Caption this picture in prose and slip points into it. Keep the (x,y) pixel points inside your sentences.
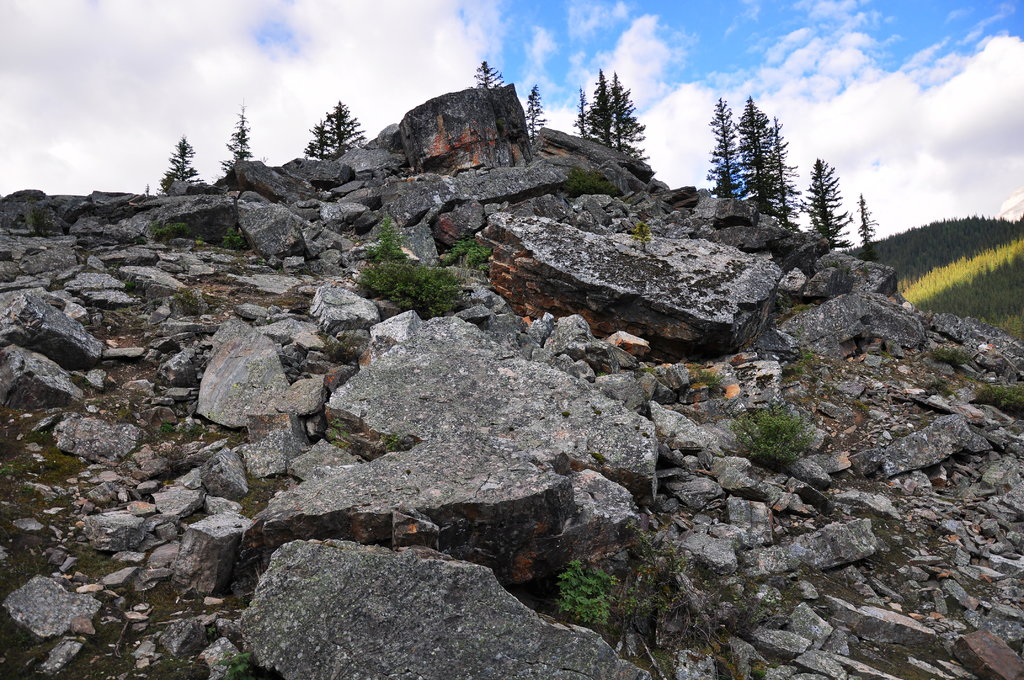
There are few rocks (560,367) which has few plants (580,596) in between in it and there are greenery mountains (970,242) in the right corner (977,255).
